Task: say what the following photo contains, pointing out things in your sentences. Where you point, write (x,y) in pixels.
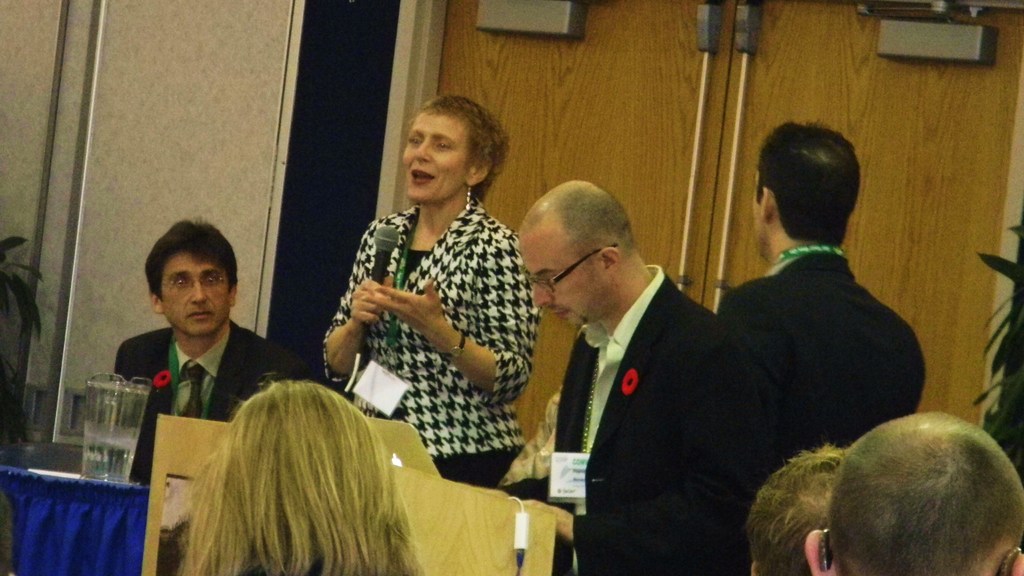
In this image there are people (306,455) sitting and some of them are standing. The lady (408,333) standing in the center (384,296) is holding a mic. At the bottom (53,563) there is a table (85,476) and we can see a jug (111,459) placed on the table (109,536). In the background (361,75) there is a wall (350,50). On the right (996,362) we can see a houseplant (1004,406).
